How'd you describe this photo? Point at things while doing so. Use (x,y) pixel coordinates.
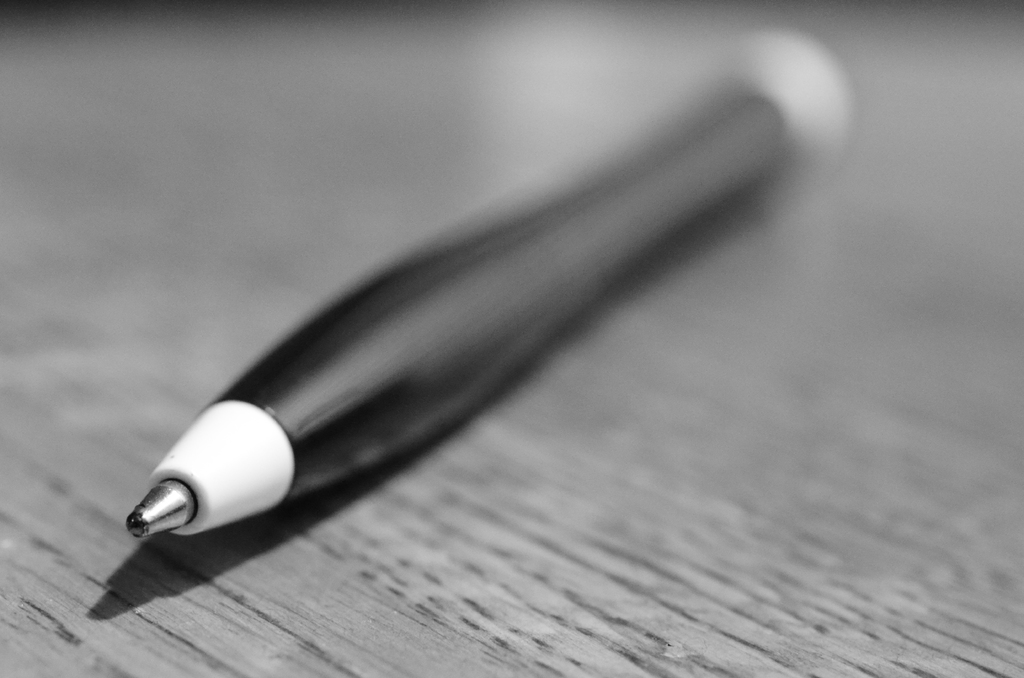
In this image I can see a pen (661,243) on the wooden board (550,555). The image is in black and white.
